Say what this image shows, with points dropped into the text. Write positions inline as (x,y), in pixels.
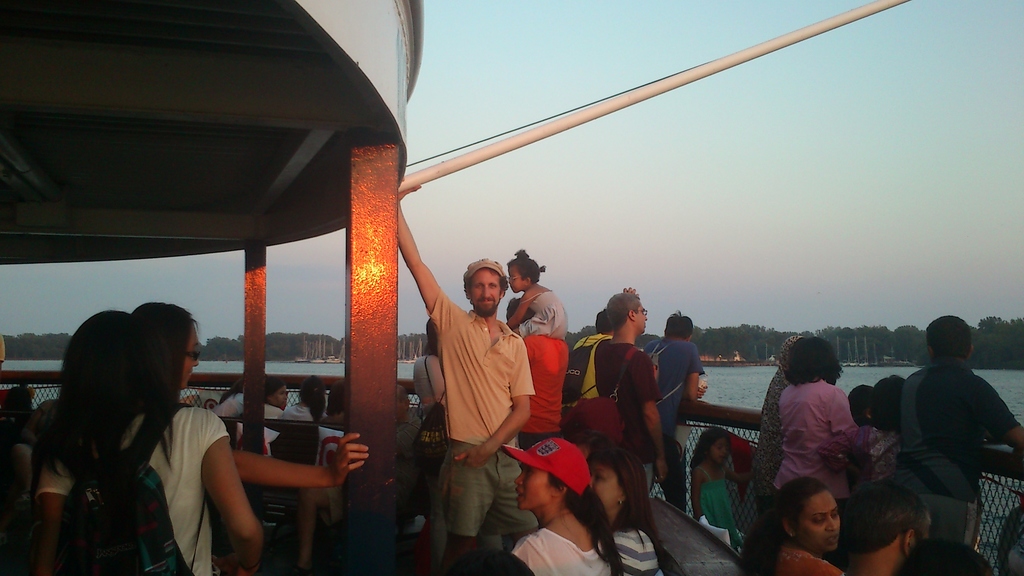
In this picture we can see a group of people (195,544), poles (255,388) and railing (683,421). Behind the people (408,428), there are trees (218,343) and the sky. Those are looking like boats (322,362) on the water (724,383).
